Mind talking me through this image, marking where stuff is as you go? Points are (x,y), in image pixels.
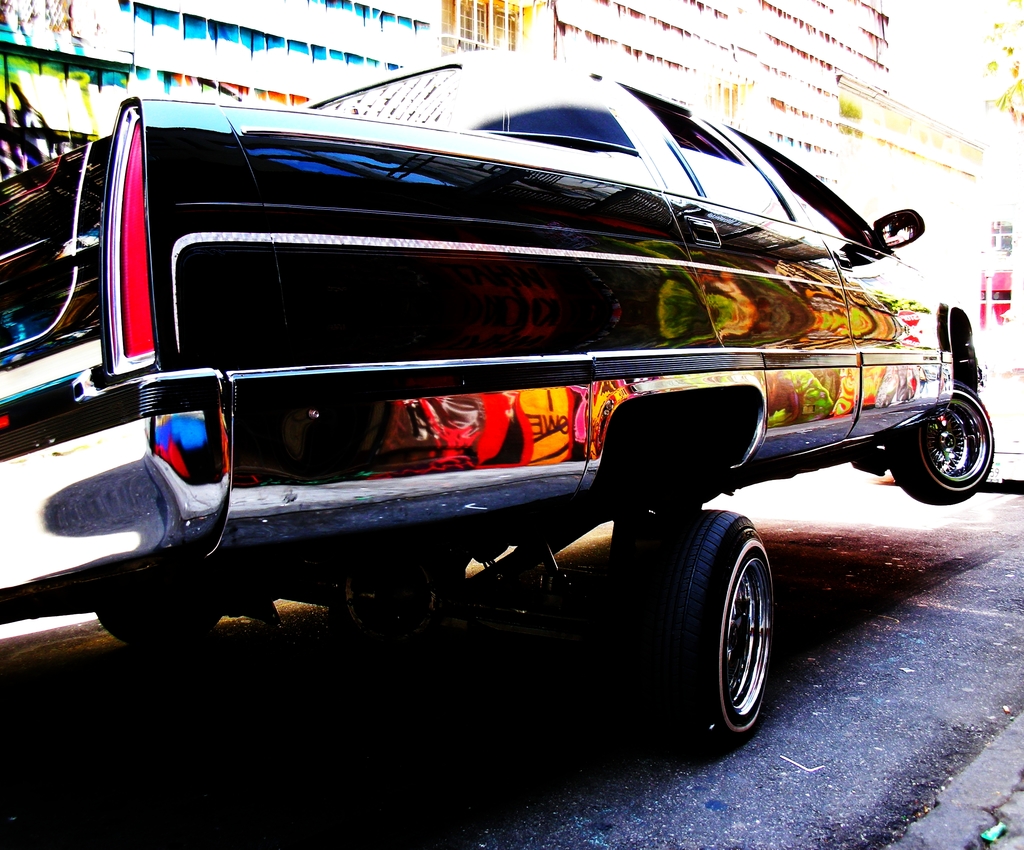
In the image in the center (461,500), we can see one vehicle (701,510) on the road (572,557). In the background (569,47) we can see buildings (544,34), trees (1007,54) etc.
